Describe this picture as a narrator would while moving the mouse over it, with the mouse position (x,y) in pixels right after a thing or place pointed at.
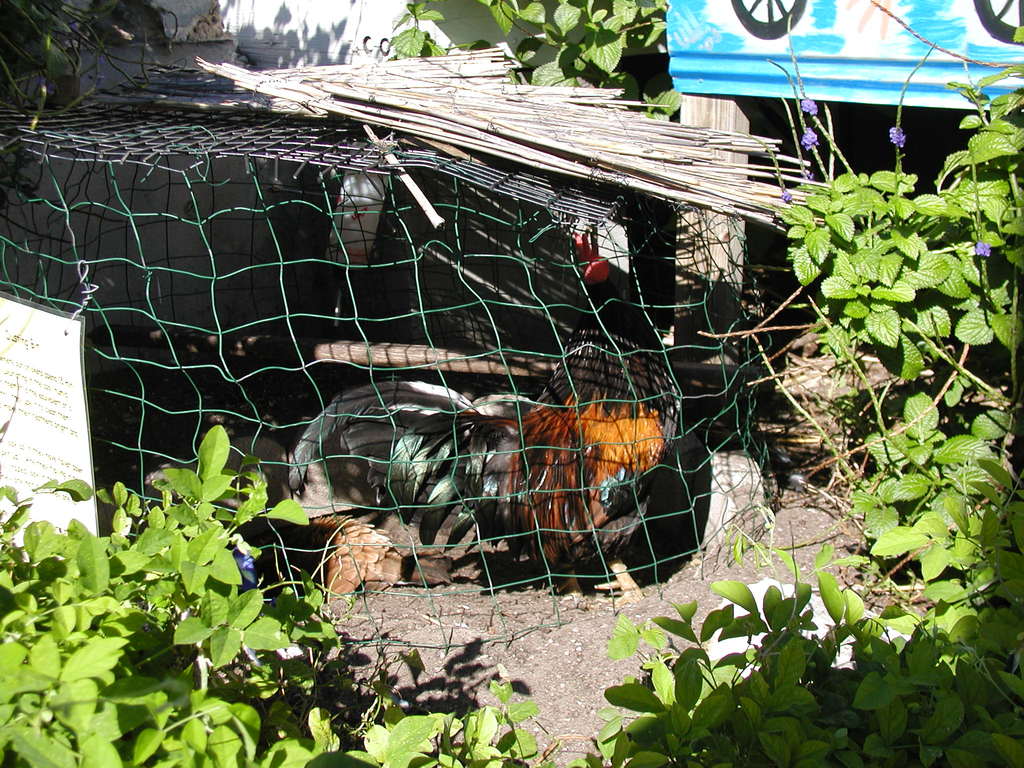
In this image I can see plants (823,245), a black and brown colour chicken (521,446), a paper (62,328), a blue colour board (975,43) and on this paper (46,379) I can see something is written.
